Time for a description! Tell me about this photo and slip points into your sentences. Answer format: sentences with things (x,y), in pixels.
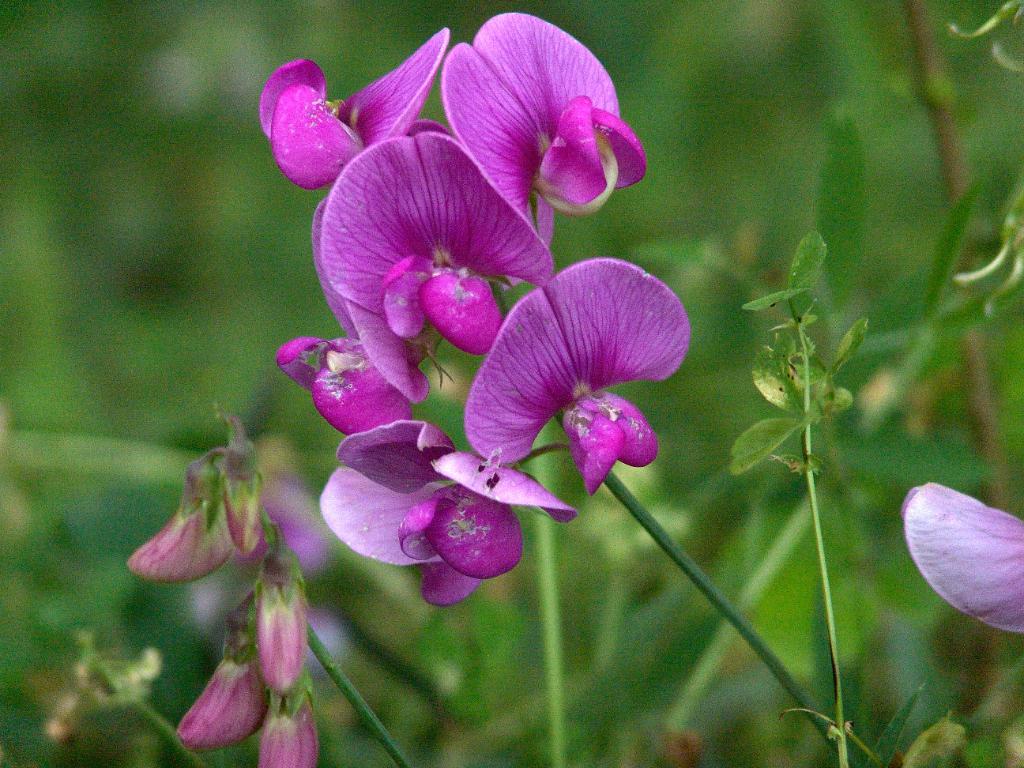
In this image I can see few purple colour flowers (522,69) and few green colour leaves (792,462). I can also see this image is little bit blurry from background (986,395).
